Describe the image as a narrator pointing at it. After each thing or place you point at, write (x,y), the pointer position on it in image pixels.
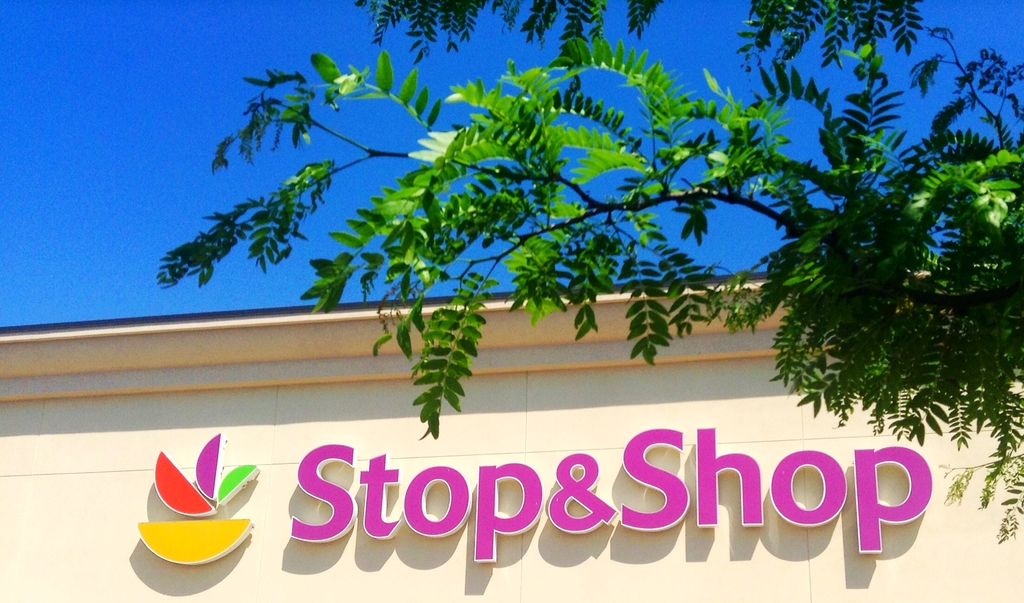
In this image we can see a letters board (672,472) on the wall (718,419). Here we can see branches (862,295) and leaves (1000,355). In the background (47,69) there is sky (962,62).
